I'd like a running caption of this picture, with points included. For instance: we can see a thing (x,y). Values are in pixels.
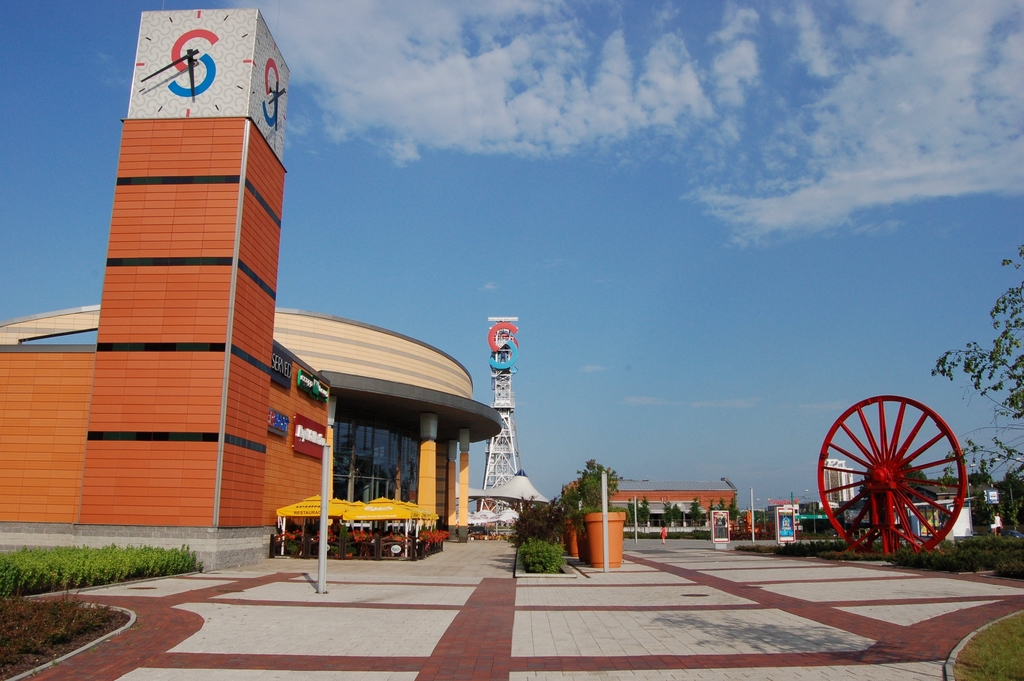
In this picture I can see buildings (463,479), a tower (501,431) and few boards (305,437) with some text (311,379) and I can see couple of clocks (214,110), few plants (528,532), trees (1013,399) and few plants (559,519) in the pots (591,531). I can see few poles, a wheel (880,465) on the right side (873,396) and a blue cloudy sky (685,168).
